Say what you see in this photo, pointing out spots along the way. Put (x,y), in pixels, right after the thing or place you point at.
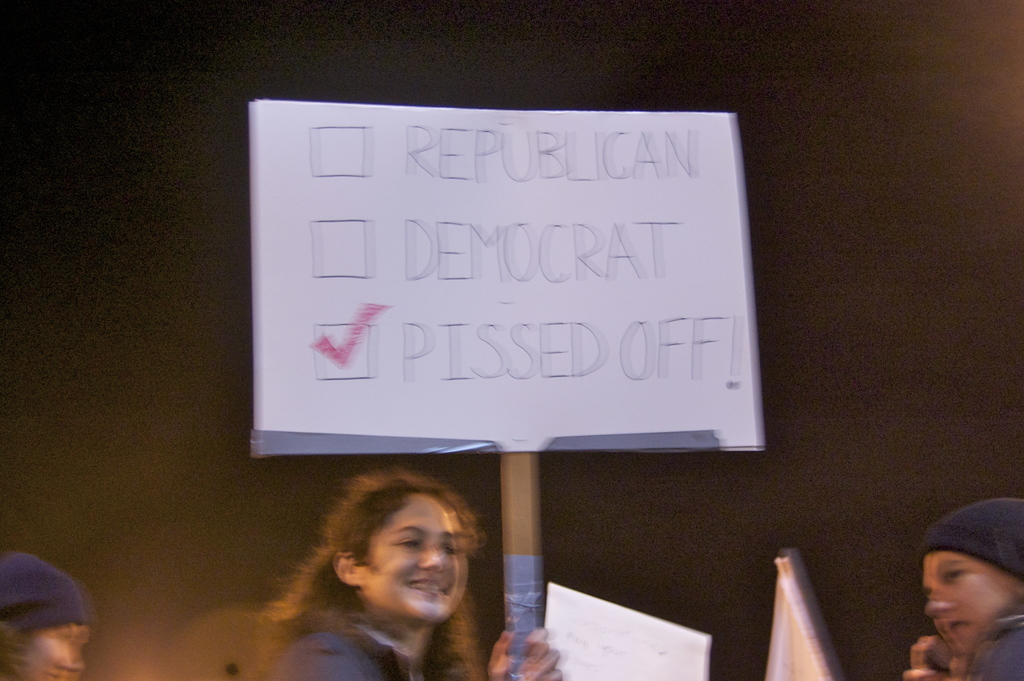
In this image, I can see three people (320,639) standing. This woman (419,670) is holding a placard (502,447). These look like boards (694,650). The background (113,342) looks black in color.
